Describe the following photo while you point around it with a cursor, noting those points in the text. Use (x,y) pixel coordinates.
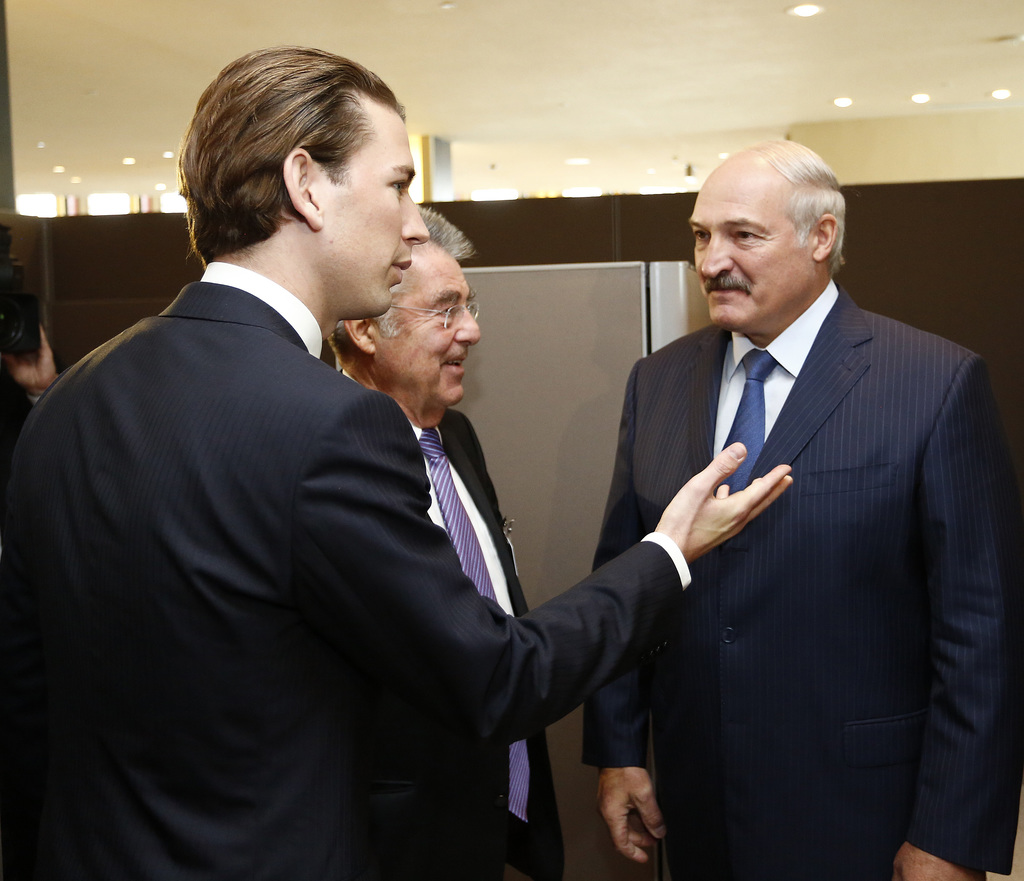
In the foreground of this image (627,568), there are three men (414,595) wearing suits (881,549) are standing. On the left (33,317), there is a camera (25,304) and a hand (44,362) of a person (33,370). Behind them, there is an object (533,345) and at the top (772,68), there are lights (129,158) to the ceiling (169,121).
